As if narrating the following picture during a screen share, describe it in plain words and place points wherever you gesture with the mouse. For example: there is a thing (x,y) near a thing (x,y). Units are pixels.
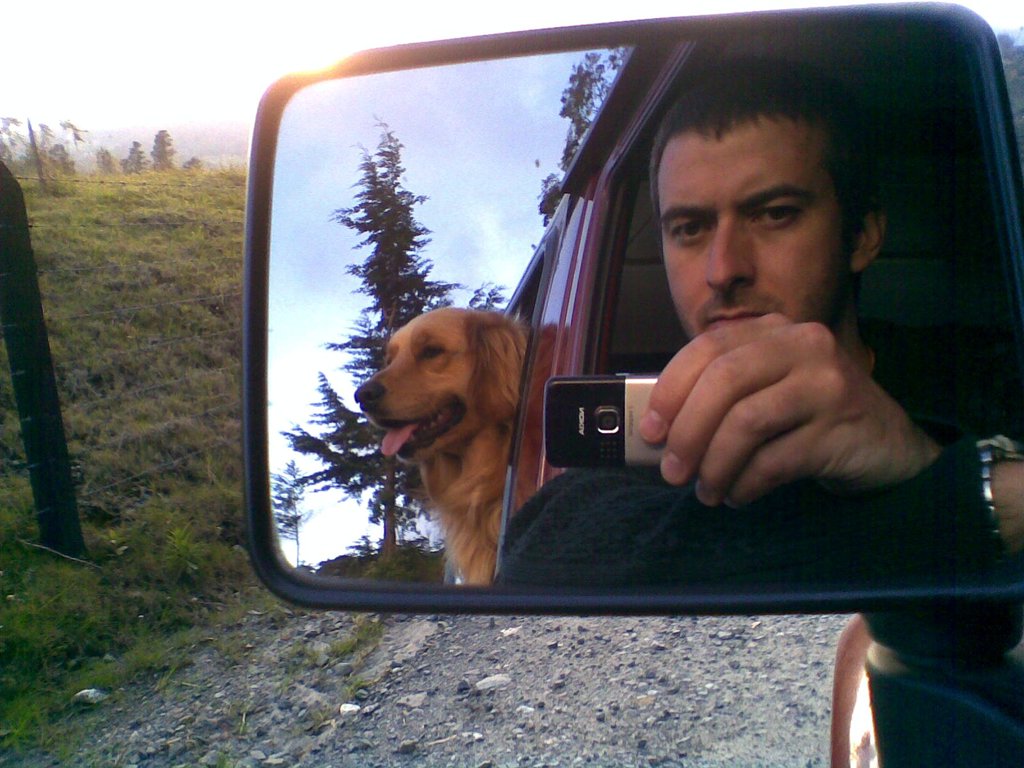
In this picture I can see the car's mirror (561,232). In the mirror (538,269) I can see the man (707,333) who is holding a mobile phone (634,413). Behind him there is a dog (499,449). He is standing on the window (654,352). In the background (368,326) I can see the sun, trees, plants (243,172), farm land (58,242) and sky (186,125). In the mirror (367,152) I can see the clouds (450,132). At the bottom (415,706) I can see small stones (456,695).
